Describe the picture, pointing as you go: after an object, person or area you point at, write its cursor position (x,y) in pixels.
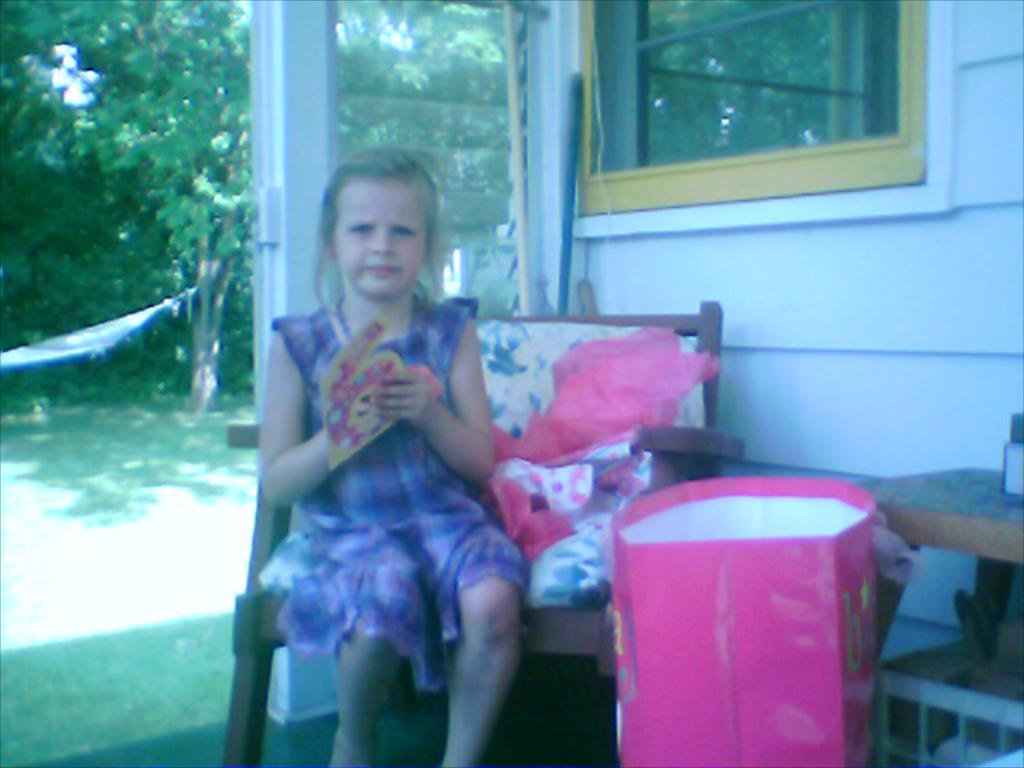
In this image we can see a girl (375,556) is sitting on the chair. In the background (391,138), we can see the wall (963,177), trees (461,141) and a window (745,118). We can see the grassy land (94,561) on the left side of the image (94,553). There is a carry bag (851,544) and a table (938,516) in the right bottom of the image (992,555). We can see some objects (583,443) on the chair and on the table (1000,472).
